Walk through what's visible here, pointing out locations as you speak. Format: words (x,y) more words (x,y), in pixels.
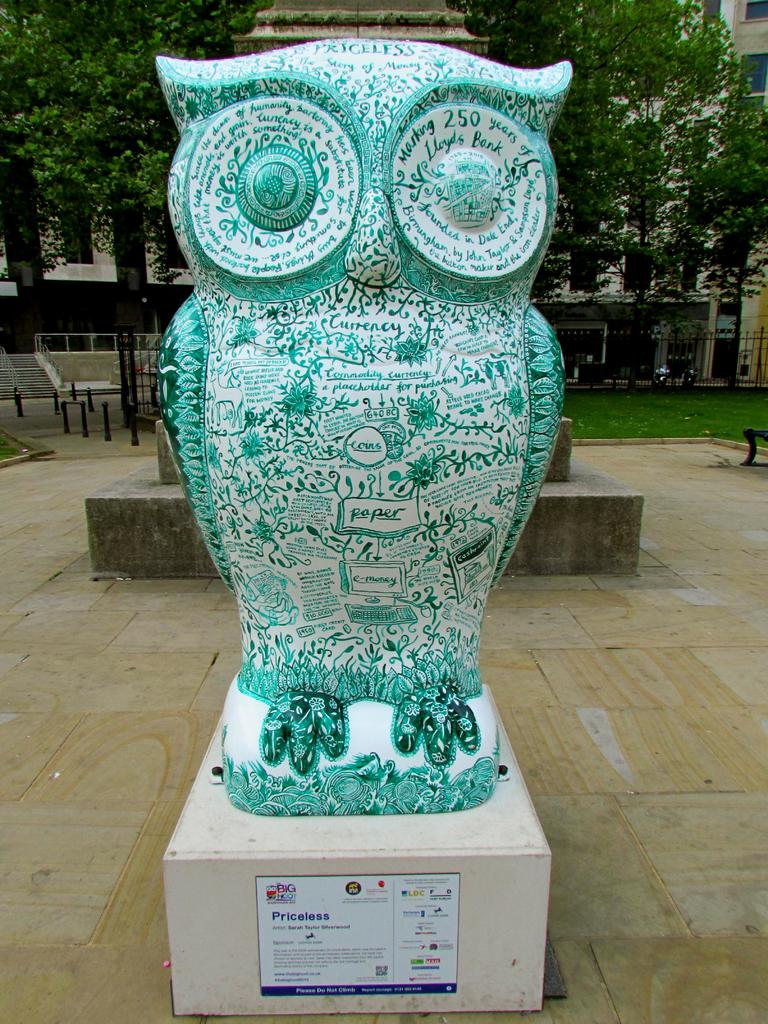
Here we can see a statue (437,655) of an owl (413,683). Here there is a platform (380,926). Background (8,376) we can see trees (713,212), buildings (727,333), windows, rods (759,360), fencing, poles (65,407), stairs (41,379) and grass (661,406).
